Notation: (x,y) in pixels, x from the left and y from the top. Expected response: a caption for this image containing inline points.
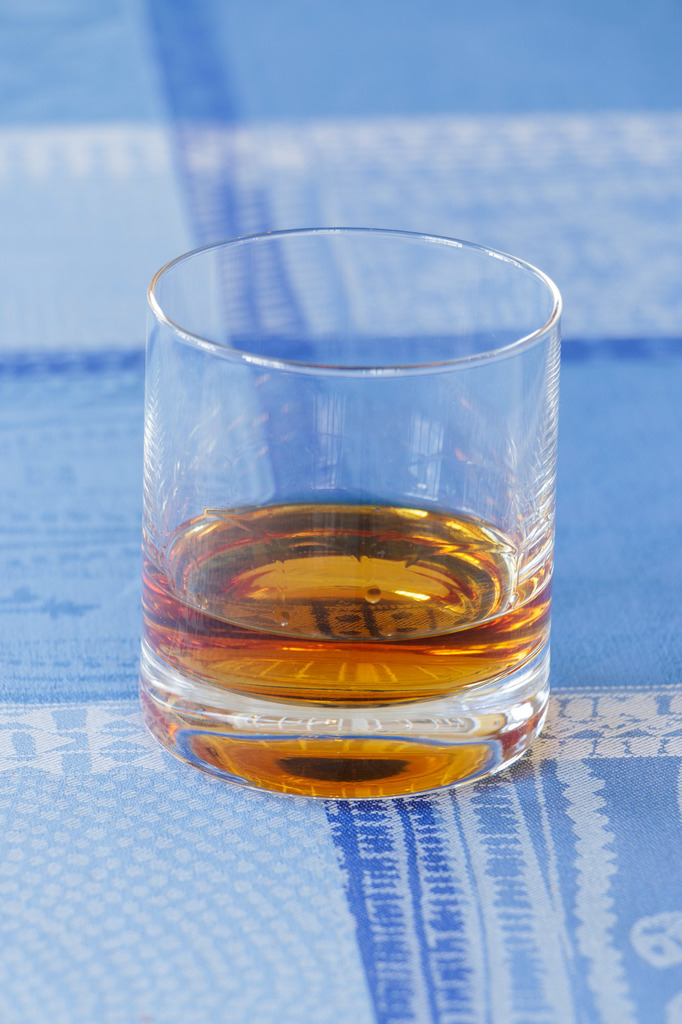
In this image, we can see glass (267,521) with liquid (388,571) placed on the blue cloth (210,889). On the cloth (303,929) we can see some designs (233,832). Background (662,495) we can see the blur view.
